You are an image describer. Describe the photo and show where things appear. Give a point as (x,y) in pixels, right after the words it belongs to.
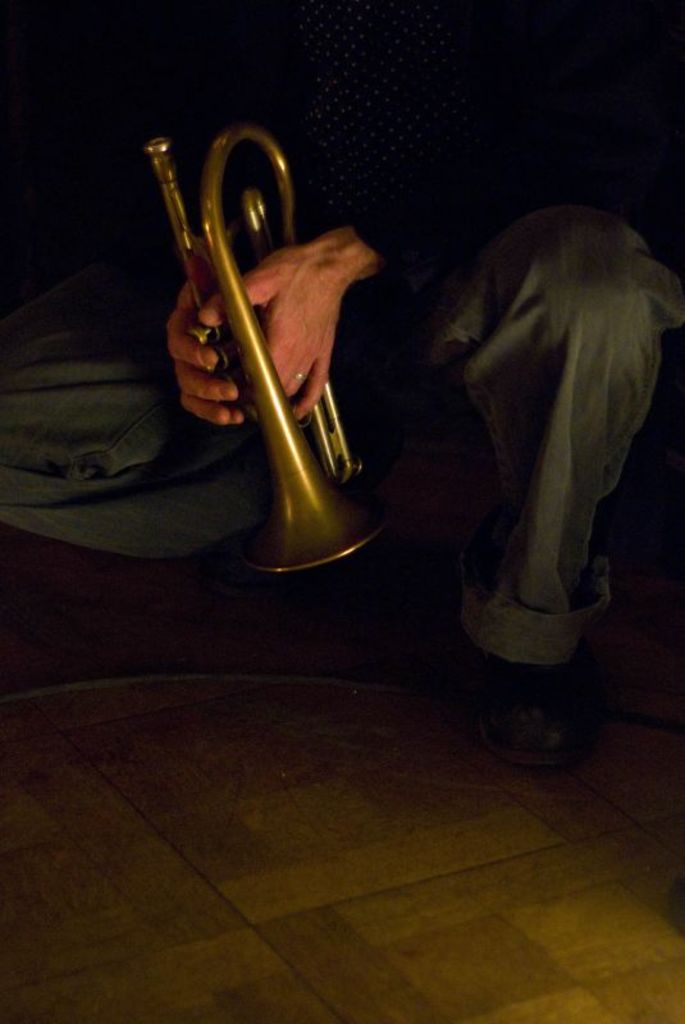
This image is slightly dark where we can see a person's hand (182,367) holding a trumpet (260,371) and we can see the legs (133,447) with shoes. Here we can see the wire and floor (220,691).
